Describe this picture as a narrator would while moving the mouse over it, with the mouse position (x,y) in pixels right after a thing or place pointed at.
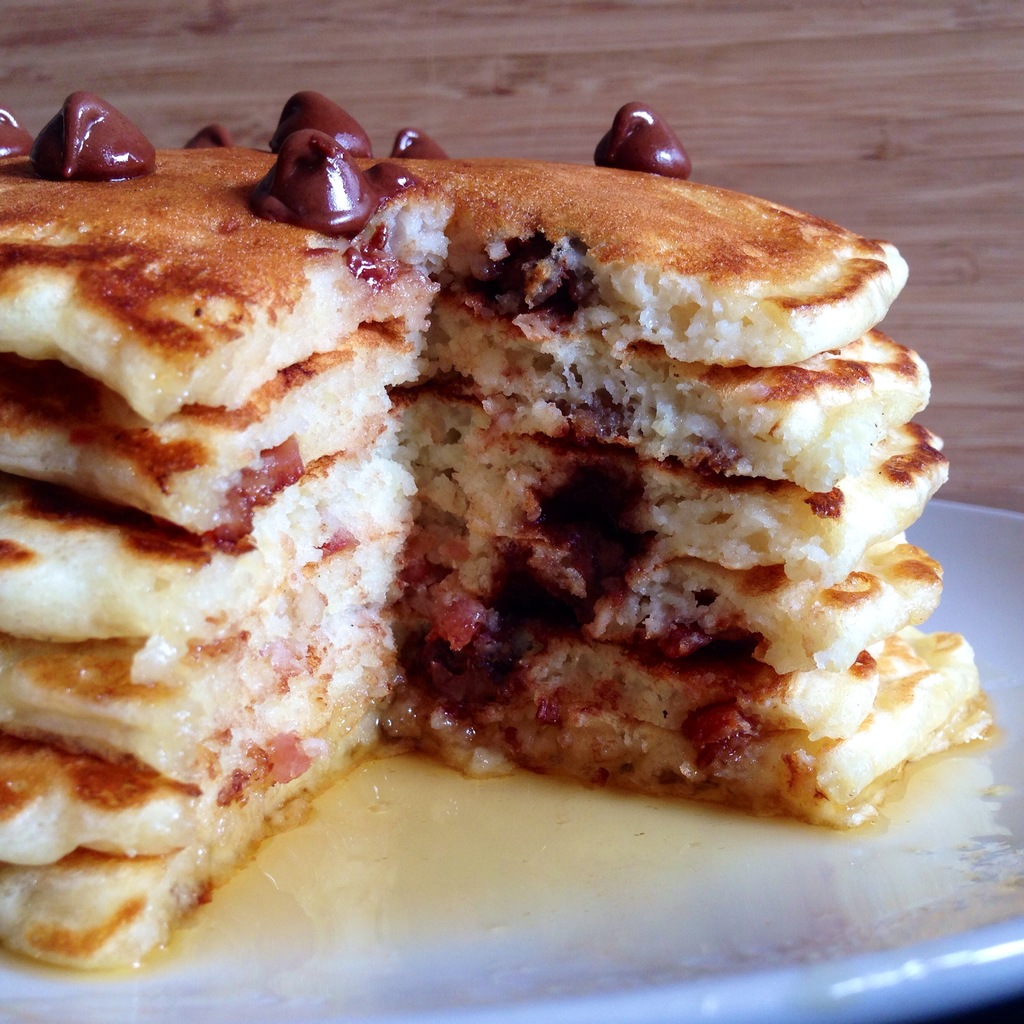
In this image we can see pancakes (8,709) are kept on a white plate (935,898). In the background (926,159), we can see the wooden surface (926,159).
